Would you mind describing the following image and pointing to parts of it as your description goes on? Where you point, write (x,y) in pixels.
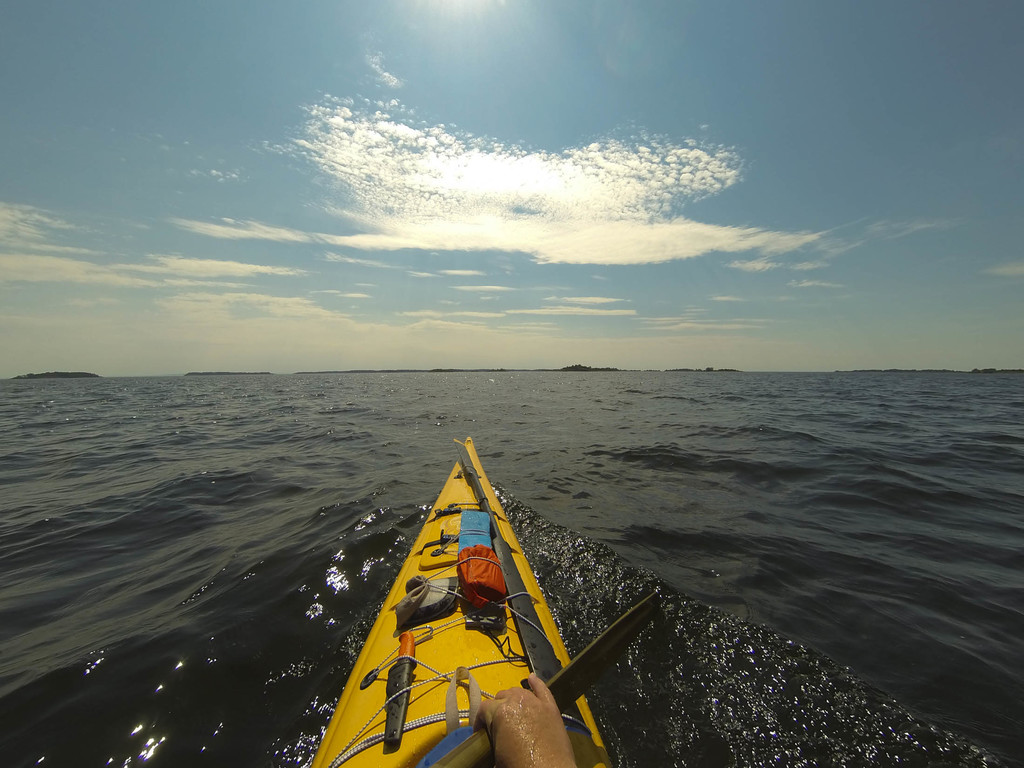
In the image there is a sea kayak (367,699) sailing on the water surface (332,506) and there is a hand (511,720) of a person (507,723) visible in the picture.
